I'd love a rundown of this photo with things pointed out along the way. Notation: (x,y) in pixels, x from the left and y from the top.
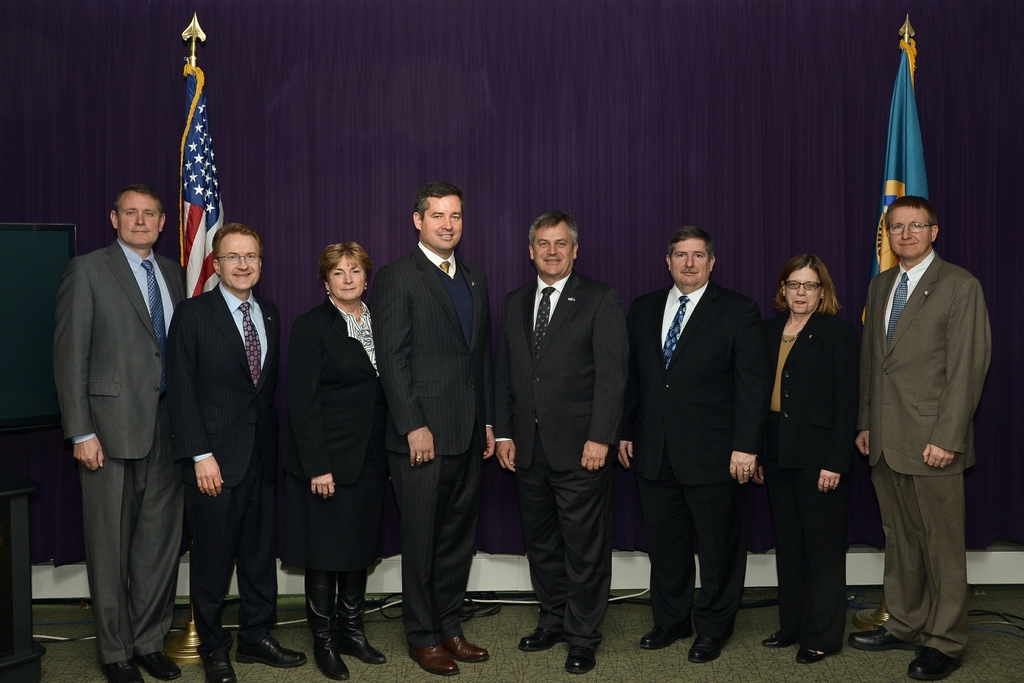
This image contains two women (354,472) and few men (960,553) are standing on the floor (446,679). Behind them there are few flags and curtain (578,162). Men (534,241) are wearing suit (453,355) and tie (548,318). Women (323,356) are wearing black jacket (365,426). Left side (18,258) there is a screen (25,323).
